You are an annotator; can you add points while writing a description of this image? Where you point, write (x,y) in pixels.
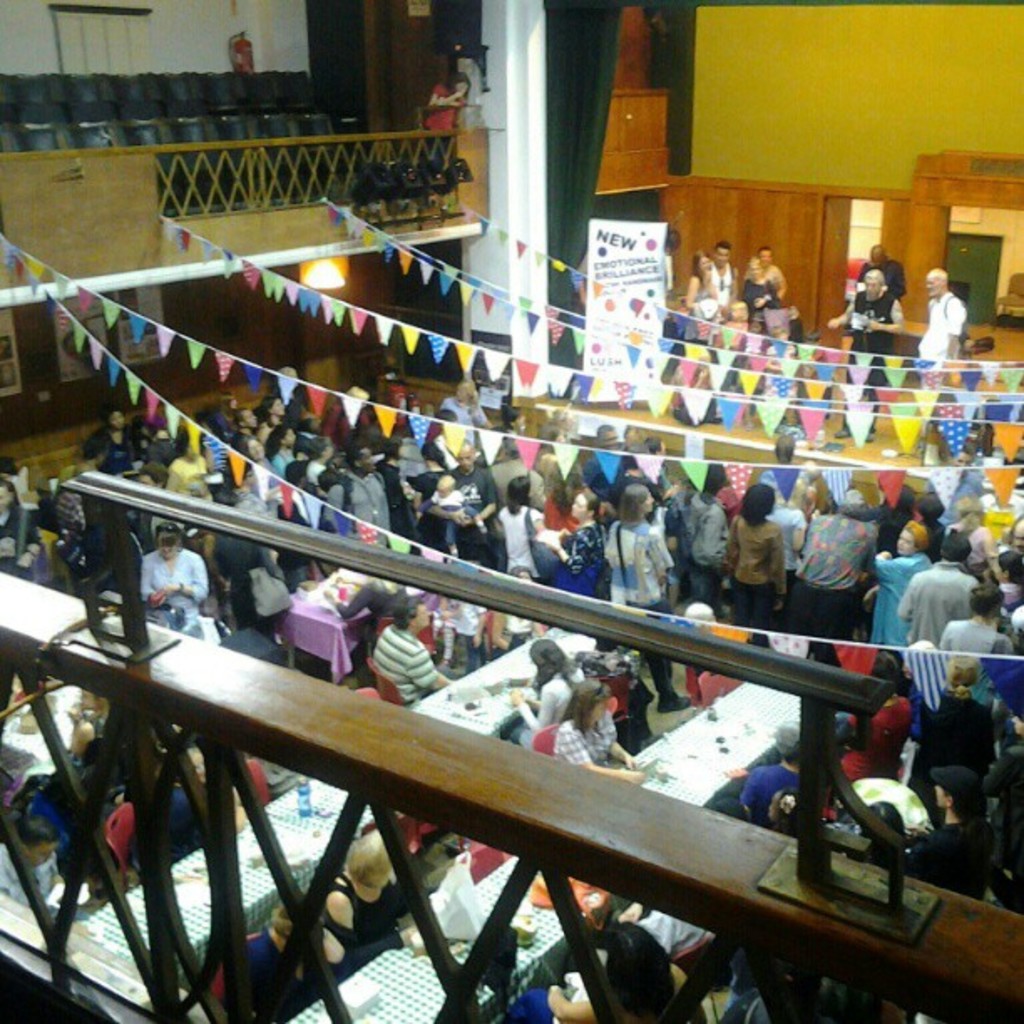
This picture is clicked inside. In the foreground (305,774) we can see the wooden objects (488,761) and in the center (533,507) we can see the group of people (379,504) and we can see the flags (1004,448) are hanging on the ropes (138,379) and there is a banner (603,233) on which we can see the text (640,265) is printed. In the background (494,131) we can see the speakers (461,174), deck rail (370,160), pillar (543,147), wall (894,88) and some other objects (144,295).
